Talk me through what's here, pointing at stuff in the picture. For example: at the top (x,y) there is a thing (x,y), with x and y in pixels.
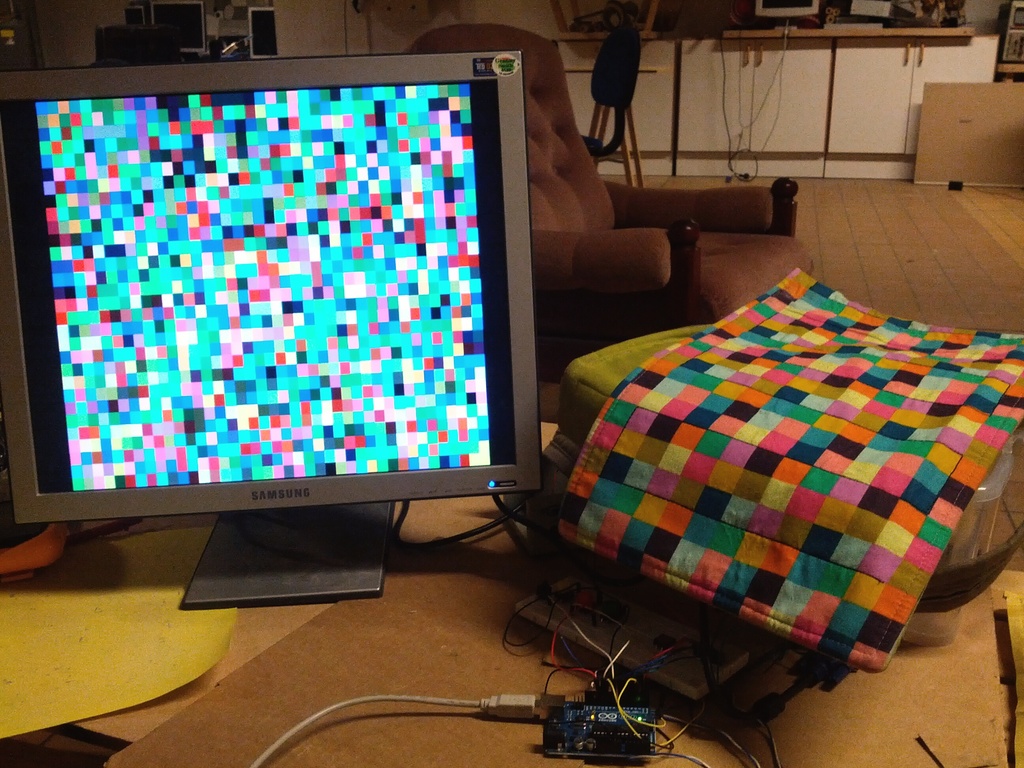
On the left (177,209) we can see a monitor (150,189) on a platform (394,583) and there is a cloth (741,540) on a box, cables (612,666), circuit (590,744) and a connector box (601,641) on the platform (435,689). In the background (750,219) there are chairs (709,196) on the floor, cupboards (742,118), monitors (190,14) on platform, cables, objects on a platform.
